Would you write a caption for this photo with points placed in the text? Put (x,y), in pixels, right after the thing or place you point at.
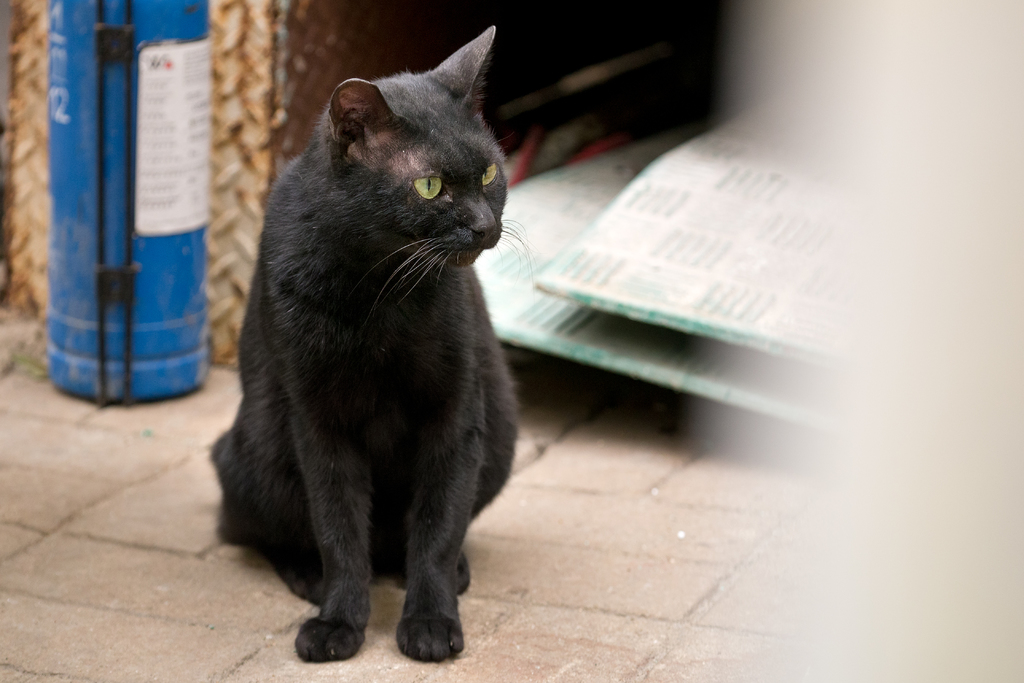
In this image we can see a cat (427,443) on the surface (184,549). We can also see a metal container (121,318), a box (229,275) and some boards (642,317) which are placed on the surface (573,387).
